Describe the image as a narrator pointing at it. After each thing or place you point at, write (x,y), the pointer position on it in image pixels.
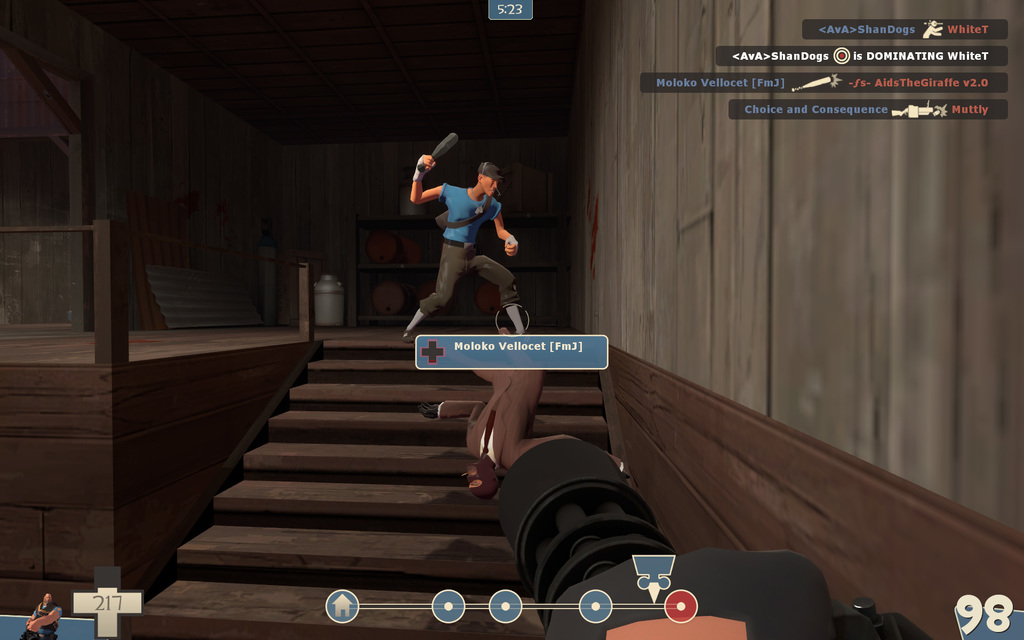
In this image, we can see depiction of a person (466,257). This person (499,223) is wearing clothes (473,268) and holding a stick (444,150) with his hand (428,172) in front of the wall (628,249). There is an another person (505,388) on stairs (386,475). There is a gun (523,504) at the bottom of the image (574,551). There is a cupboard (539,305) in the middle of the image (533,319).
